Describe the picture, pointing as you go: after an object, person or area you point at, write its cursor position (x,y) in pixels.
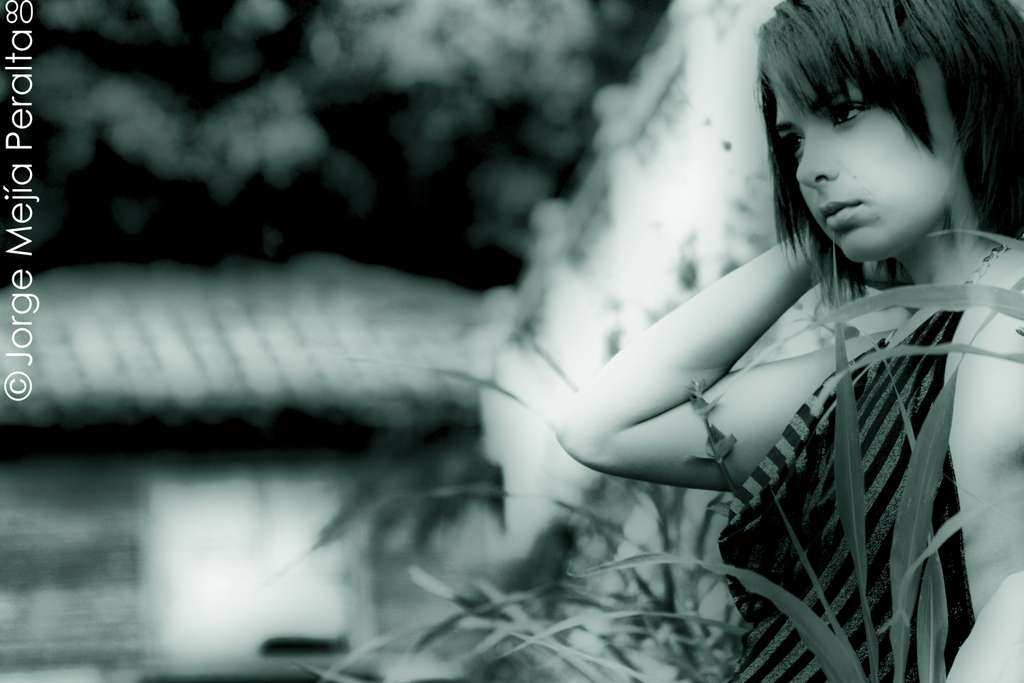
In this image there is one woman (692,430) standing at right side of this image (695,355) and there is one plant (626,600) at bottom of this image (652,607). There is one house (248,548) at left side of this image (247,429) and there are some trees (391,159) at top of this image (336,144) and there is one logo (22,58) at left side of this image (32,189).
